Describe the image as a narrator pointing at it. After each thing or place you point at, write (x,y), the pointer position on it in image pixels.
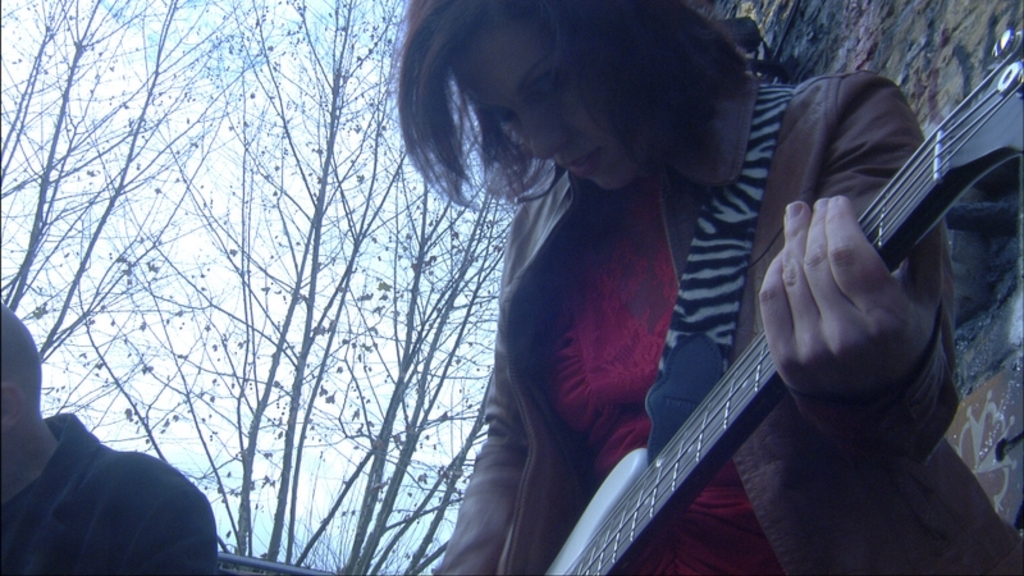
In this image I can see two persons (514,385). Among them one person (617,385) is holding the guitar (645,514). And there are some trees (204,130) and sky (235,55) in the background (309,197).
